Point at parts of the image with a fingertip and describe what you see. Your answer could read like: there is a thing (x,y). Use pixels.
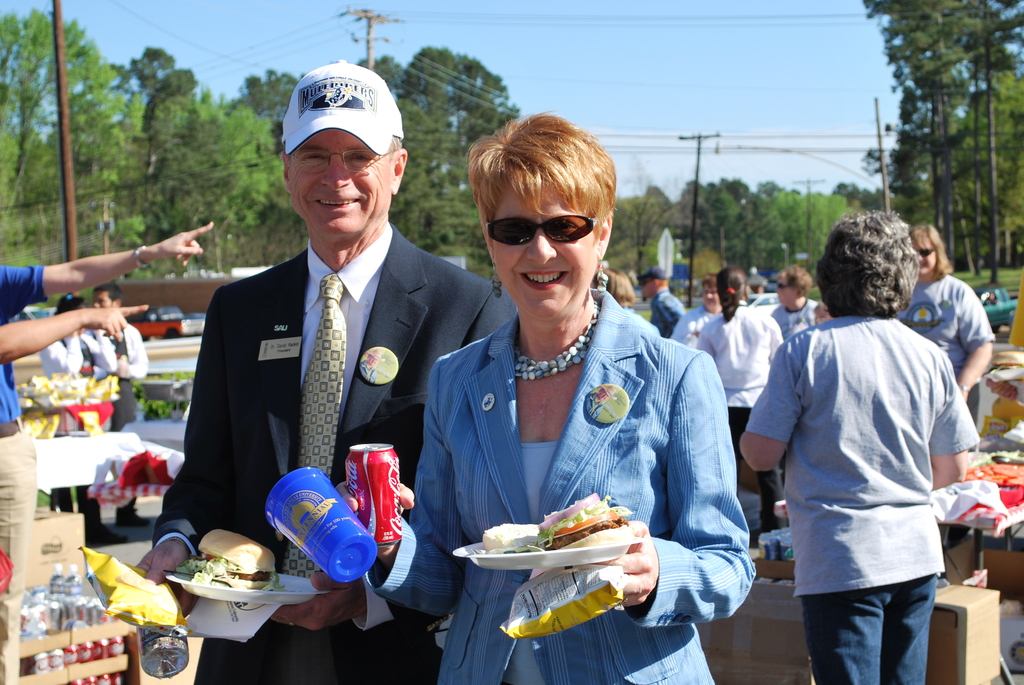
In this picture we can see a man (307,656) and a woman (421,520) holding some food (622,521) on the plates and other objects (372,546) in their hands (322,603). Both are standing and smiling. We can see a few bottles (80,592), boxes (83,636) and other food items (1016,456) on the right (971,609) and left side of the image (40,530). There are a few people (800,303) visible at the back (935,478). We can see vehicles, poles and some trees (91,195) are visible in the background (91,195). Sky (634,110) is blue in color.
